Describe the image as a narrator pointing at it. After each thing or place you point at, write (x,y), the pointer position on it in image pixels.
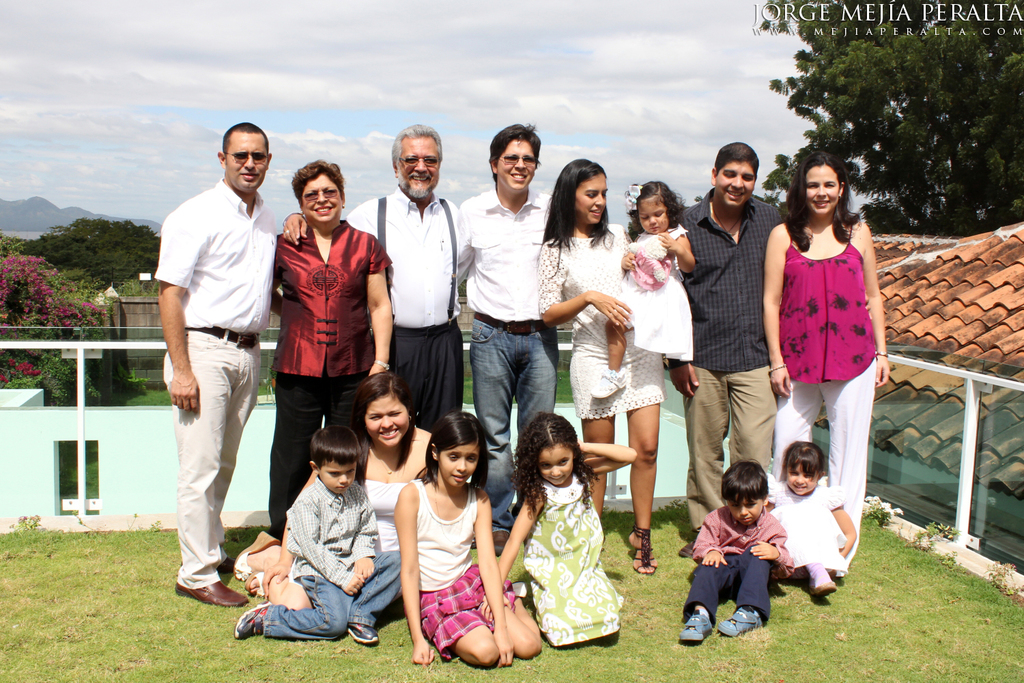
In this image children (308,549) are sitting on the surface (724,647) of the grass (718,623). Behind them few people (553,254) are standing. At the right side of the image (953,320) there is a building (953,259). At the background (132,237) there are trees (109,237) and sky (454,68).
